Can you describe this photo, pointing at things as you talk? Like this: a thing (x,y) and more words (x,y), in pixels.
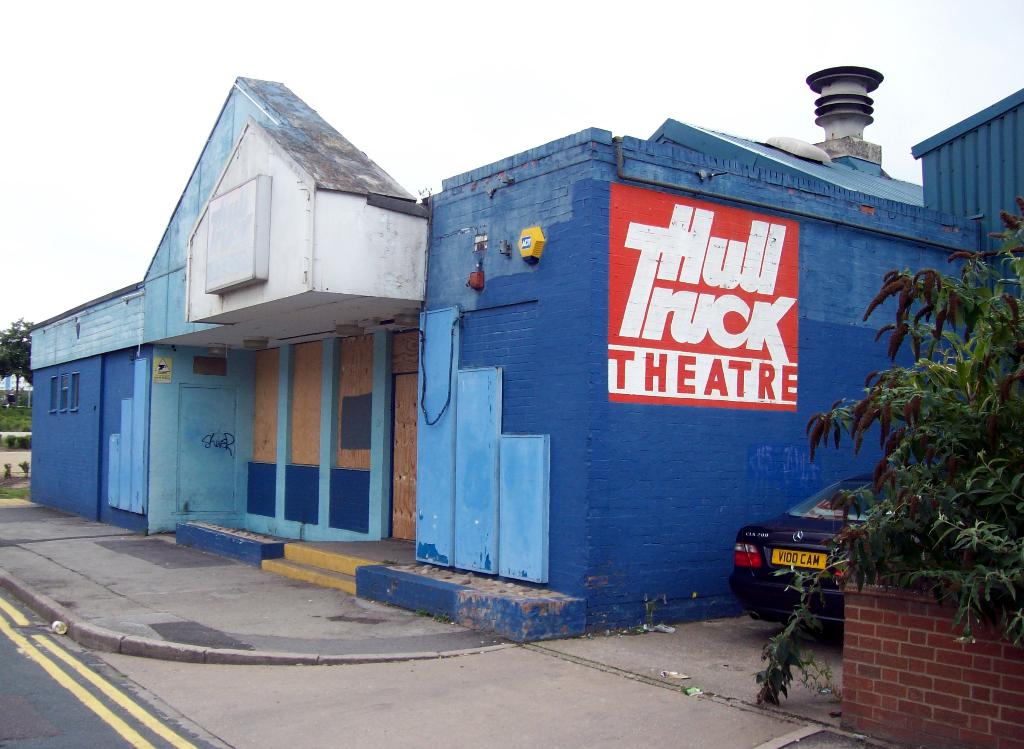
In this image I can see the building (443,383). To the right (937,440) I can see the plant (953,578), brick wall (923,666) and the vehicle (780,583). In the background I can see the trees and the sky (191,91).
